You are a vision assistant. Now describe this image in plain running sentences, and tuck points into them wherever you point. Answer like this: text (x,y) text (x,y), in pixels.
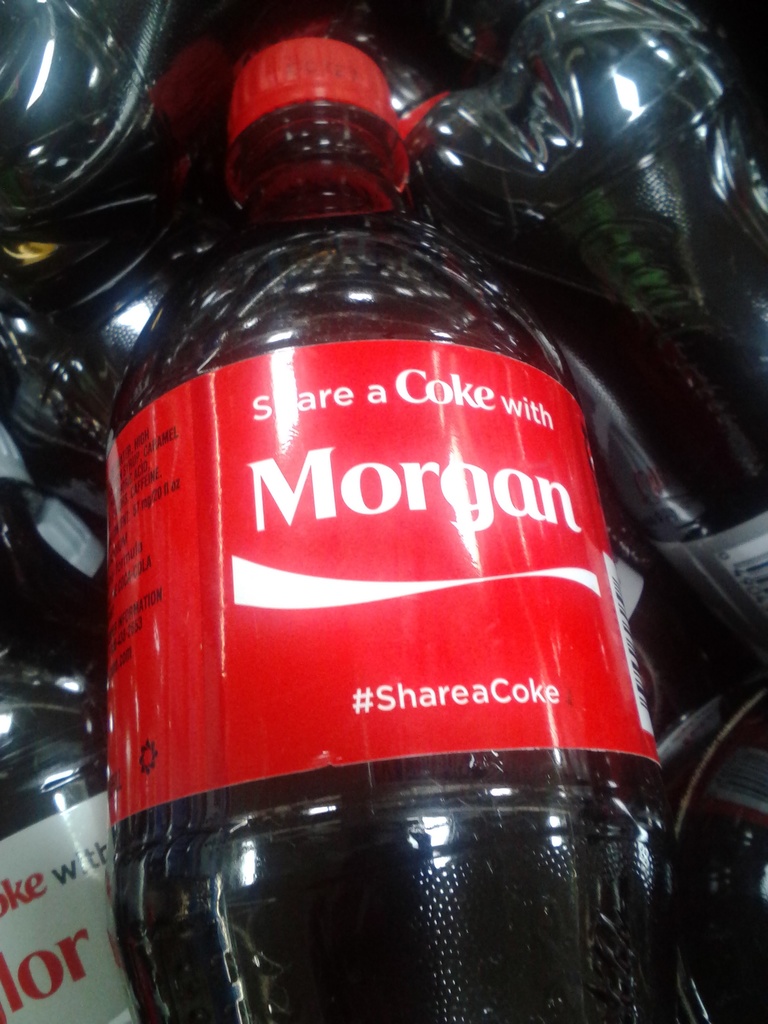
This picture is mainly highlighted with a coke bottles (310,537). These are preservative drinks (367,456).
